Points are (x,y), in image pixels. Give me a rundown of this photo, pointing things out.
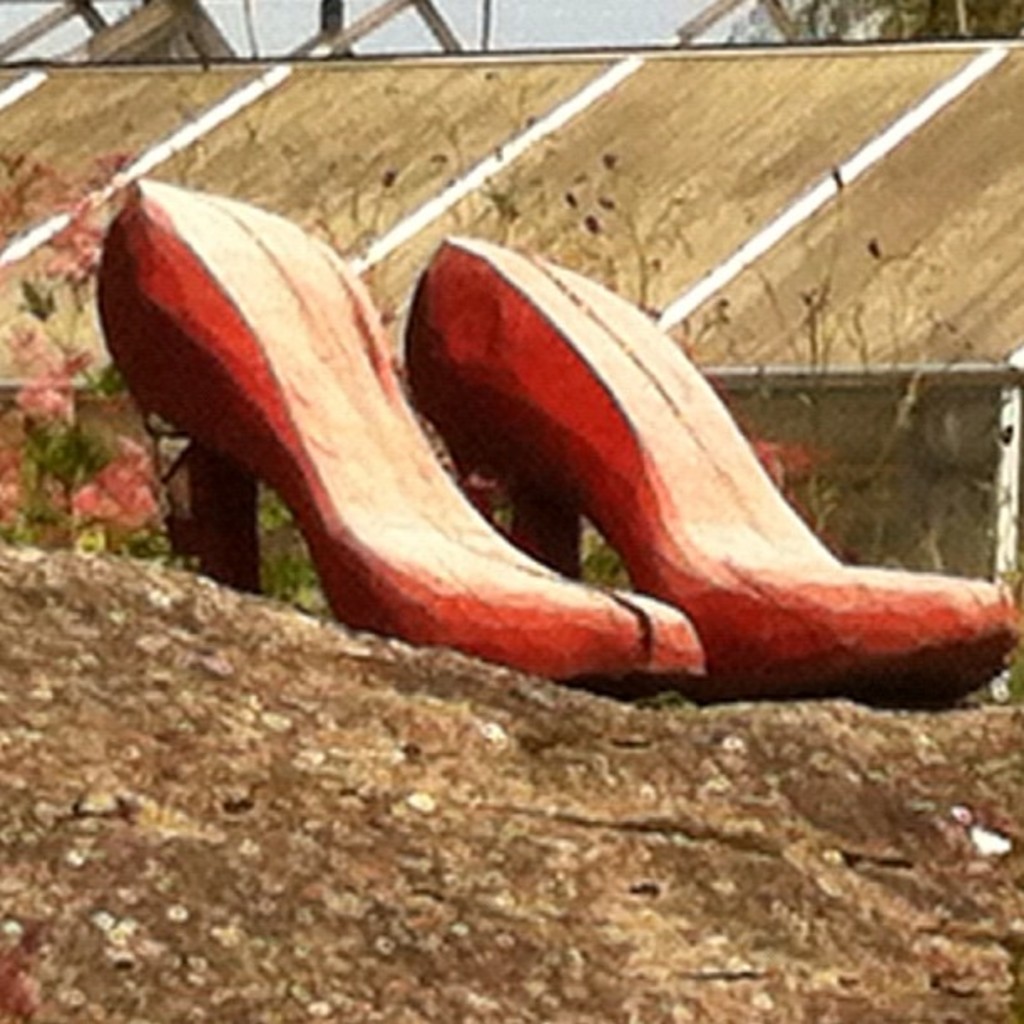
In the picture we can see a rock path (109,699) on it we can see a pair of heels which are red in color and besides it we can see some flowers (47,410) to the plants (46,471) and in the background (68,302) we can see a wall (485,84) and sky (419,38) from it.
